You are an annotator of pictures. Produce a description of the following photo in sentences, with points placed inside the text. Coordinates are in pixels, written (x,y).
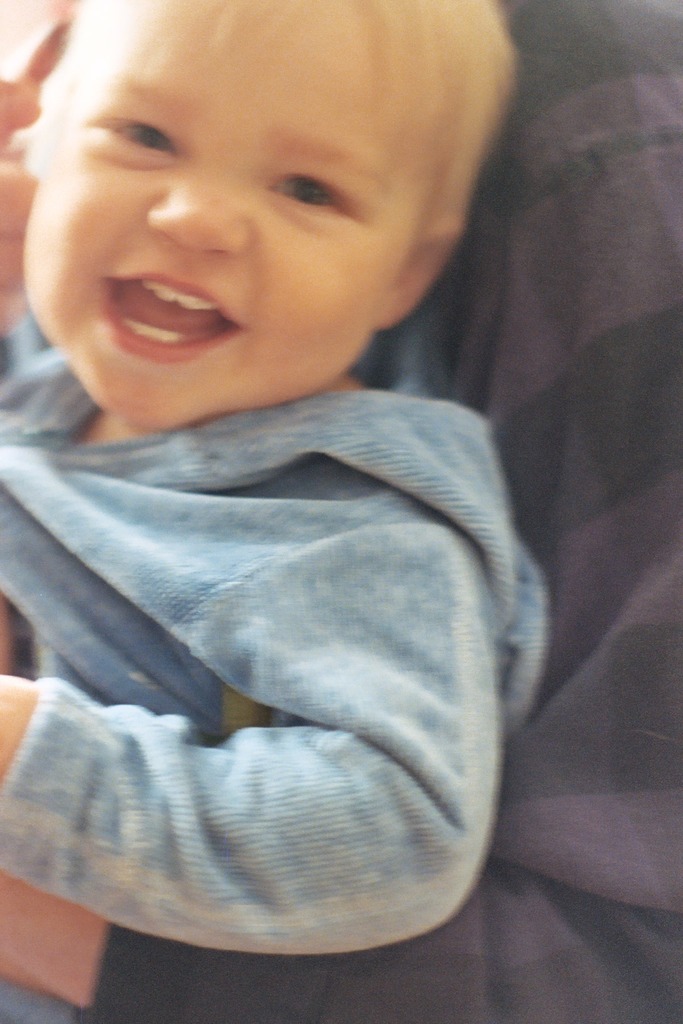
There is a person (468,301) holding a baby (433,575). And the baby (312,410) is smiling.
